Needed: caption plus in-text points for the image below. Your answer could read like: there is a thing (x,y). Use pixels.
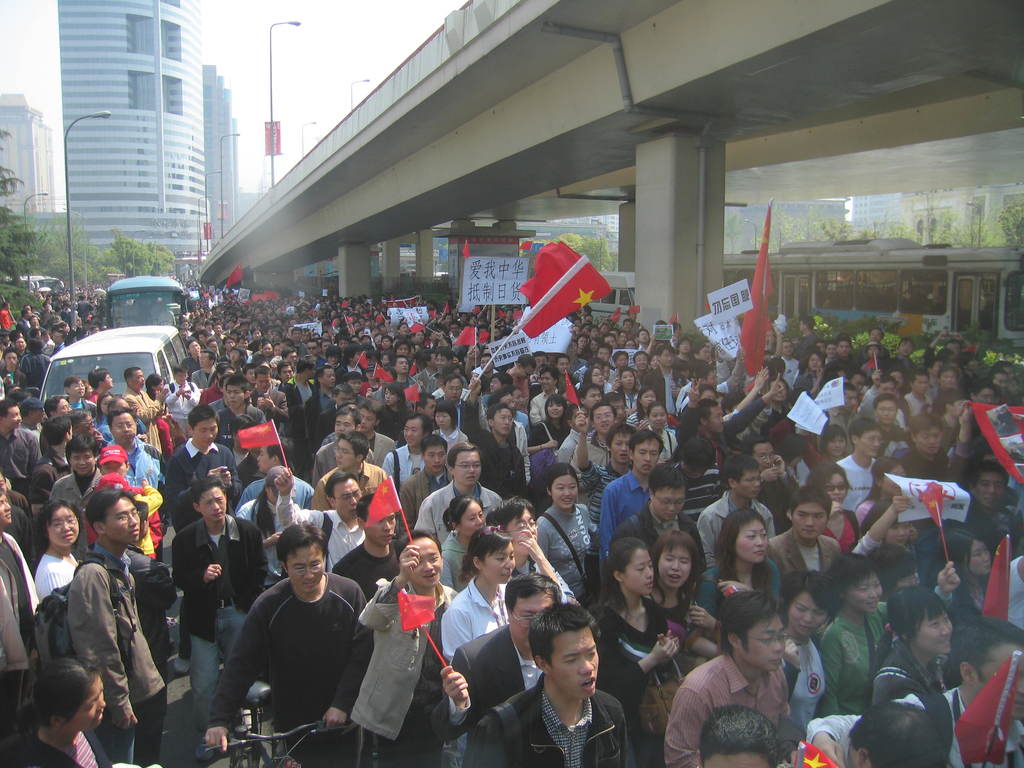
In this image I can see the group of people (529,524) with different color dresses (428,510). I can see few people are holding the flags (742,346). To the side I can see the vehicles (130,330) and light poles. In the background (400,120) I can see the bridge (365,149), buildings (148,141) and the sky (246,82).
